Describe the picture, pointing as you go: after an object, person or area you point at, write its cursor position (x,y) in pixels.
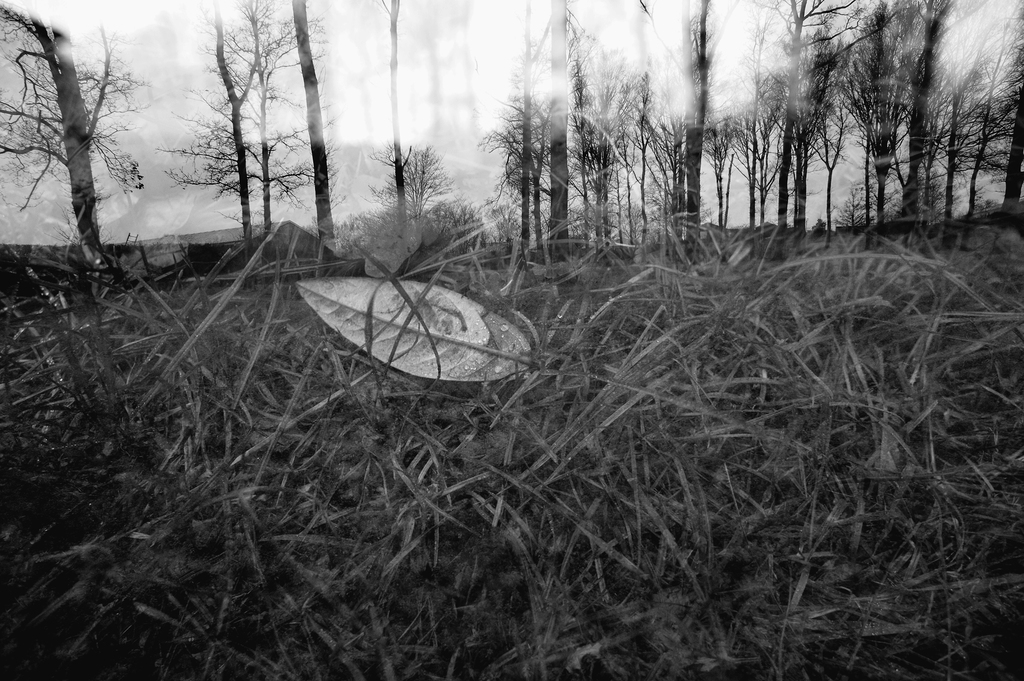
In this image we can see trees (1012,153), grass (765,503), leaves (128,186), we can see the sky (580,4) in the background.
